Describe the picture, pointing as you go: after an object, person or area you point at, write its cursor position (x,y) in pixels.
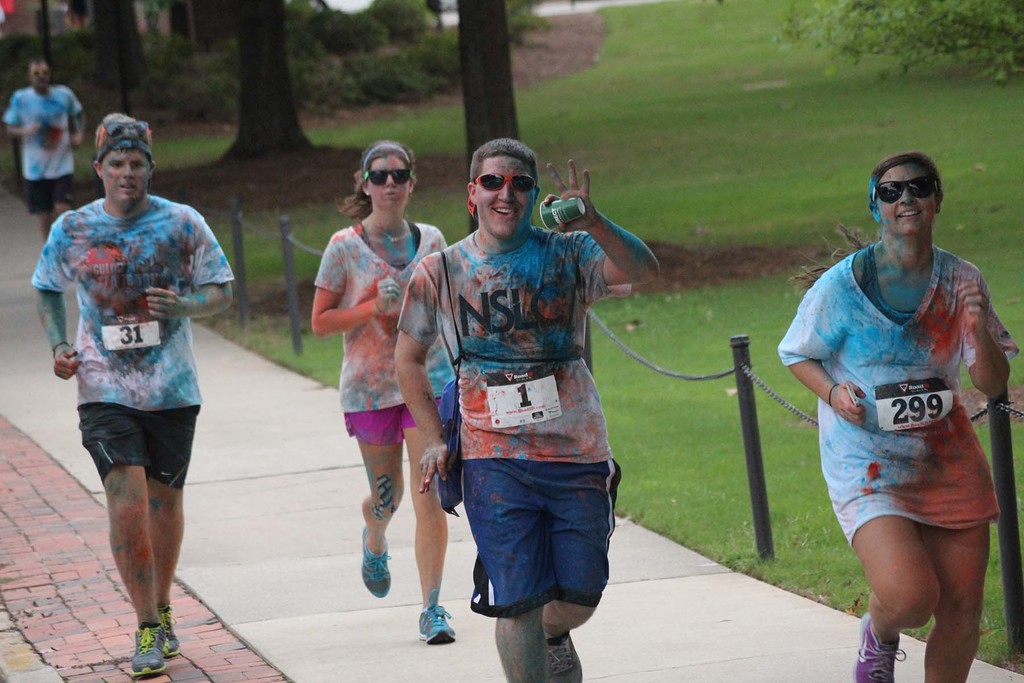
In this picture we can see a group of people (608,523) running on the ground (435,656), fence (238,294), grass (306,269) and in the background (940,25) we can see trees (881,23).
